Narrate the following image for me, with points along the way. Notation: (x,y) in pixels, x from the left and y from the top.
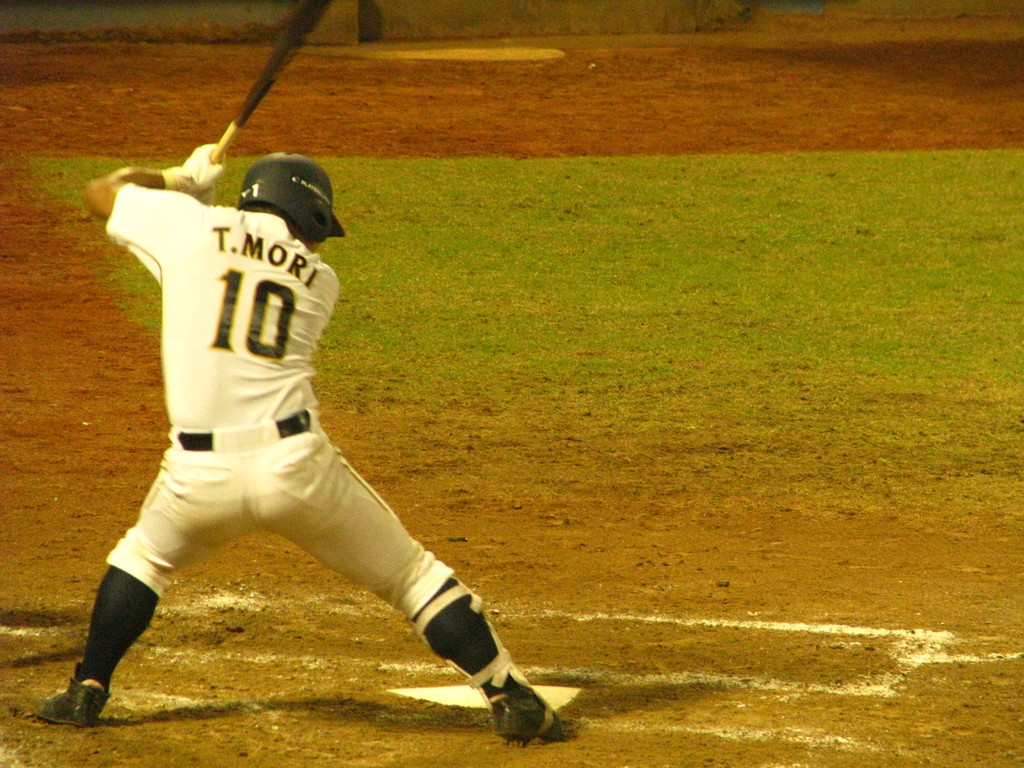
In the picture I can see a man (237,453) is standing on the ground (241,575) and holding a bat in the hand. The man (238,258) is wearing a helmet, white color clothes (271,519) and shoes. In the background (638,274) I can see the grass (659,239).
